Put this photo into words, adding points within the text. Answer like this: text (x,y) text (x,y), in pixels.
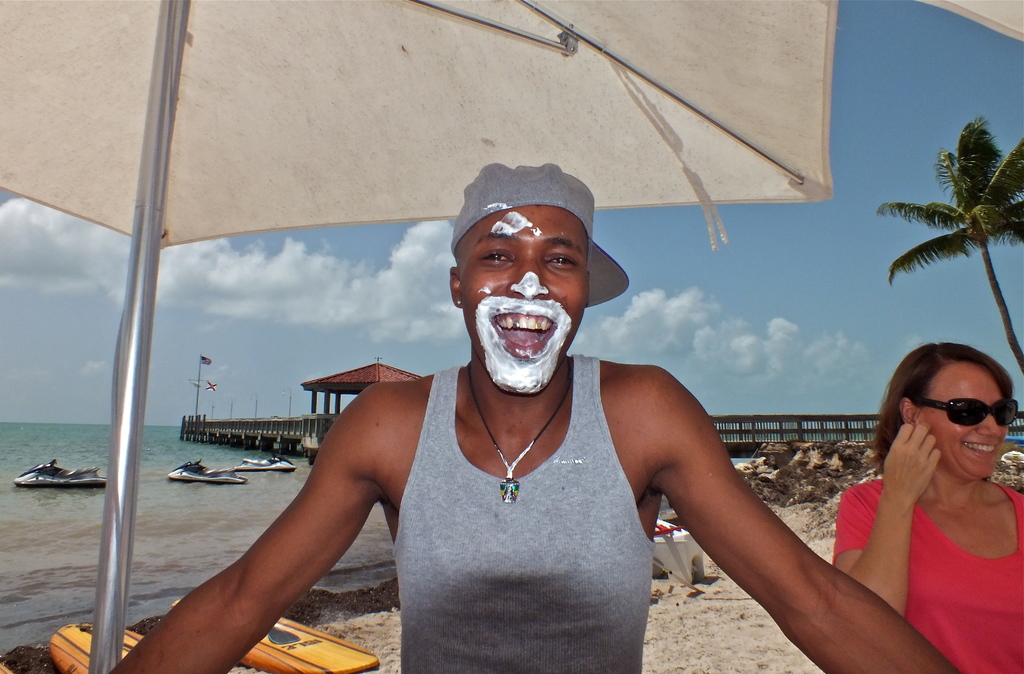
In this image there is a man (531,452) standing under an umbrella (415,106), beside the man (693,514) there is a lady (893,482) standing, in the background (210,437) there is a path (310,454) in the sea (207,452) and there are wave riders (272,460) on the sea (257,454), in the background (304,274) there is a tree (1004,299) and the sky (694,255).
